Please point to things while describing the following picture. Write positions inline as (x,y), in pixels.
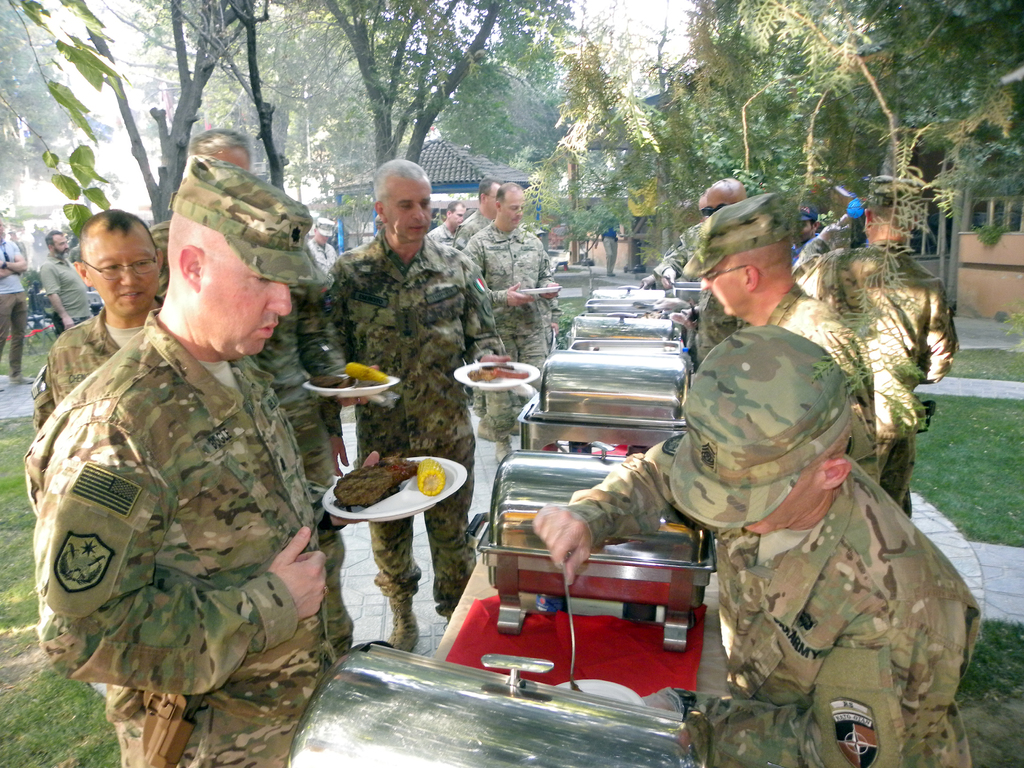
In this image I can see on the left side (136,475) army men (506,235) are standing with the plates (386,388) with food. On the right side (741,518) army men (802,422) are standing and serving the dishes (606,341), at the back side (584,127) there are trees (576,193).
